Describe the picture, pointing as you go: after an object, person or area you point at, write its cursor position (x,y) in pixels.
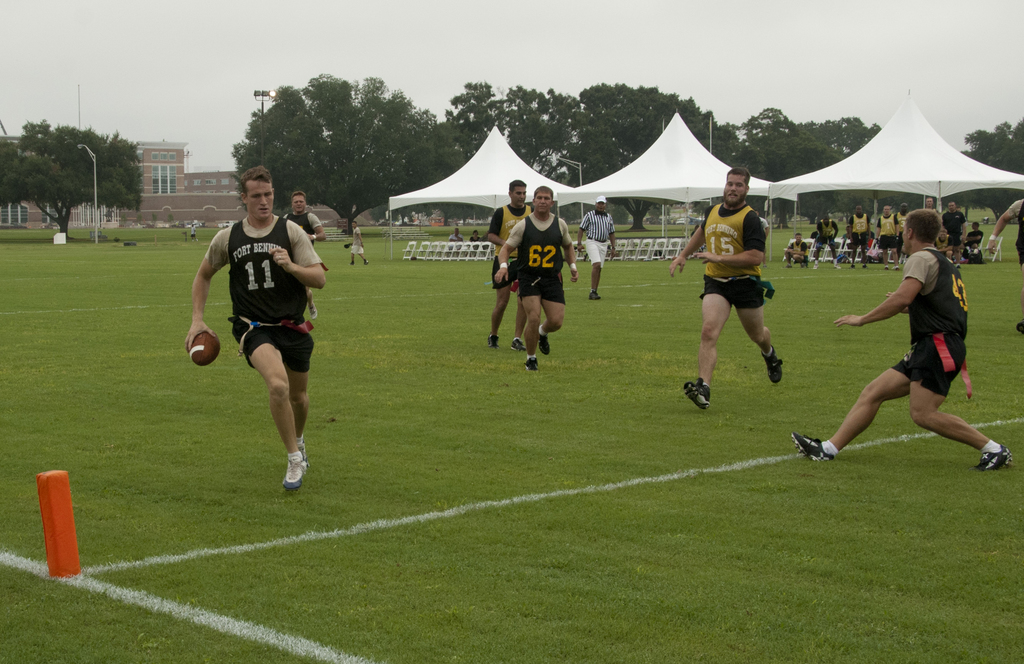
In this image, we can see people (235,256) playing in the ground (622,335) and one of them is holding a ball (208,363). In the background (667,168), there are tents (674,186) and we can see chairs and some other people (878,228) and there are trees (320,104), lights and poles (95,167) and there are buildings (214,185) and we can see benches (405,229). At the top (535,31), there is sky (534,43).
